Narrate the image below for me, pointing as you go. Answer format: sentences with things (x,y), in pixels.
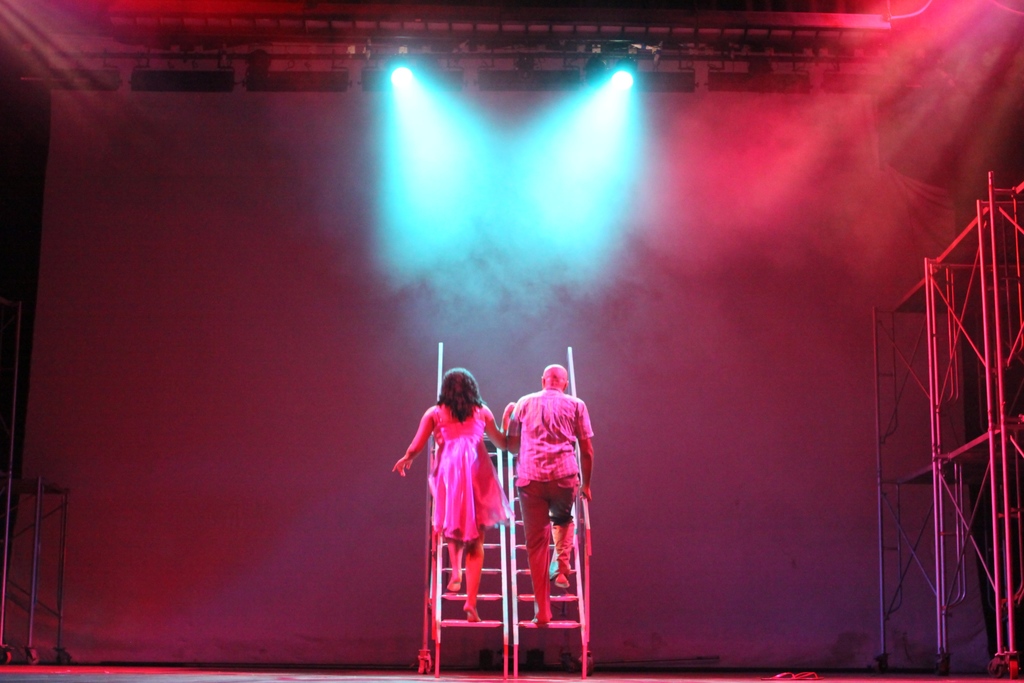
In the middle of the picture (451,434), we see the man (556,477) and the women (466,502) are climbing the ladders (443,570). On the right side (996,452), we see iron stands (1005,479). At the top of the picture (569,76), we see the lights (503,184). In the background (338,332), it is in red color. This picture might be clicked in the concert hall (336,301).
